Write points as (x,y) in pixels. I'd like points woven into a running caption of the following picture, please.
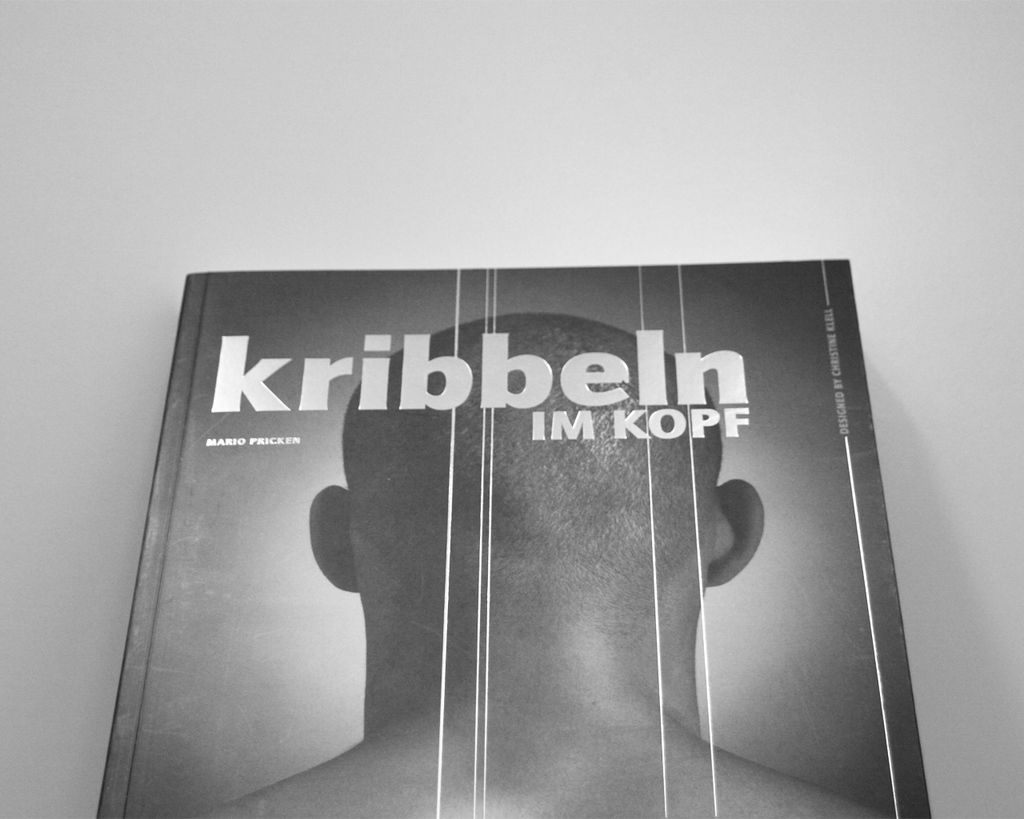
This is a black and white image. In this image we can see a book (702,331).
